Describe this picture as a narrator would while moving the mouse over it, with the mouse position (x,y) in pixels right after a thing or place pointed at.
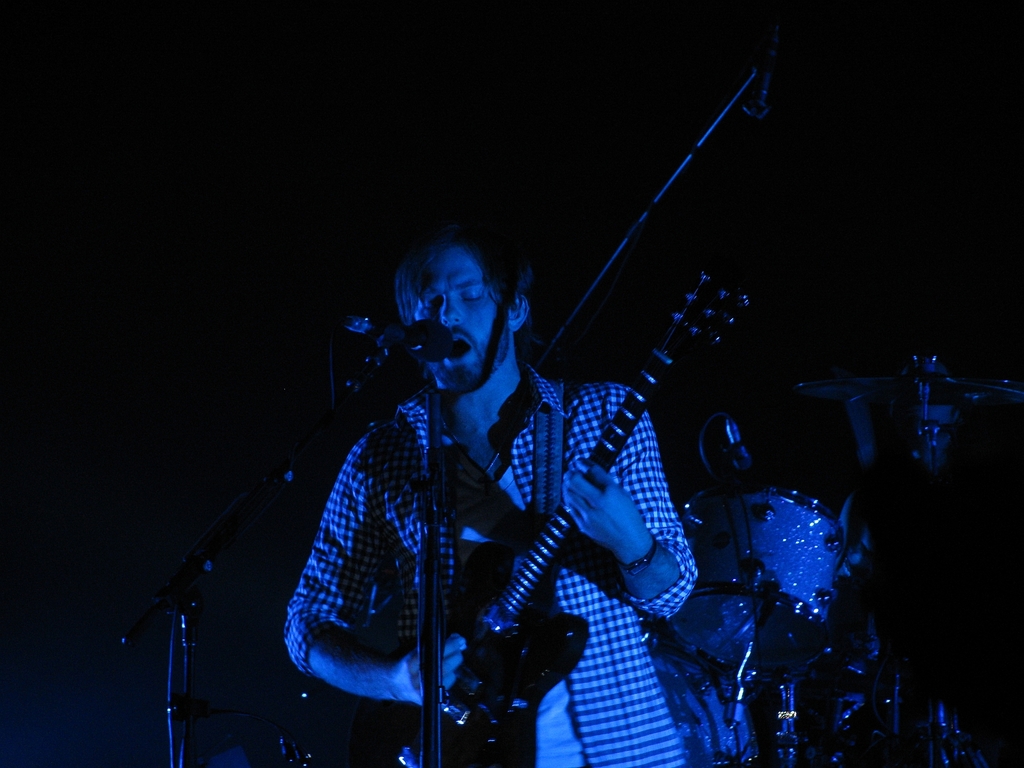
This picture is clicked in musical concert. Man (641,517) in middle of the picture (492,420) is holding guitar (483,745) in his hands (617,495) and playing it and he is even singing song on microphone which is placed in front of him. Behind him, we see drums (774,589) and this picture is clicked in dark.
